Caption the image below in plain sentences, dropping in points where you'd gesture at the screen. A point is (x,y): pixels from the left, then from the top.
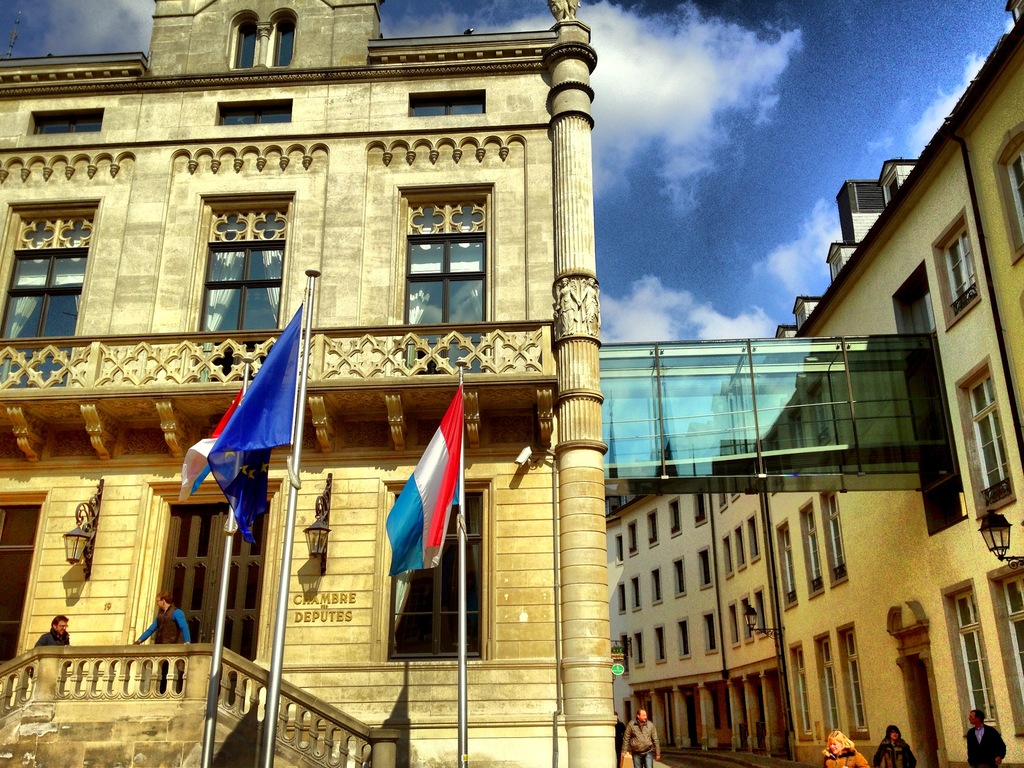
This image consists of buildings (394,487). There are flags (279,390) in the middle (402,502). There is sky (984,46) at the top (795,122). There are some persons (618,744) at the bottom (627,735). There are lights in the middle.
